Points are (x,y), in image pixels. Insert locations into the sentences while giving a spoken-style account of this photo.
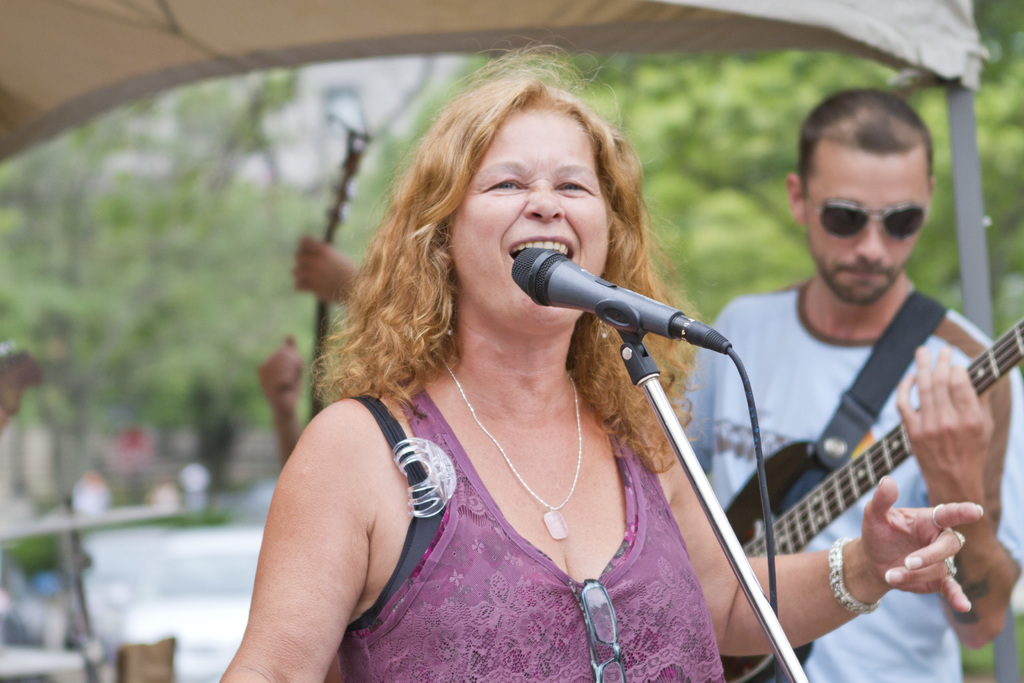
This is the image where a woman (584,447) is singing using a microphone (555,269) in front of her. In the right side of the image (822,379) we can see a man (809,369) holding a guitar (826,488) and playing it. In the background of the image (759,132) we can see many trees (751,149) which are slightly blurred.
